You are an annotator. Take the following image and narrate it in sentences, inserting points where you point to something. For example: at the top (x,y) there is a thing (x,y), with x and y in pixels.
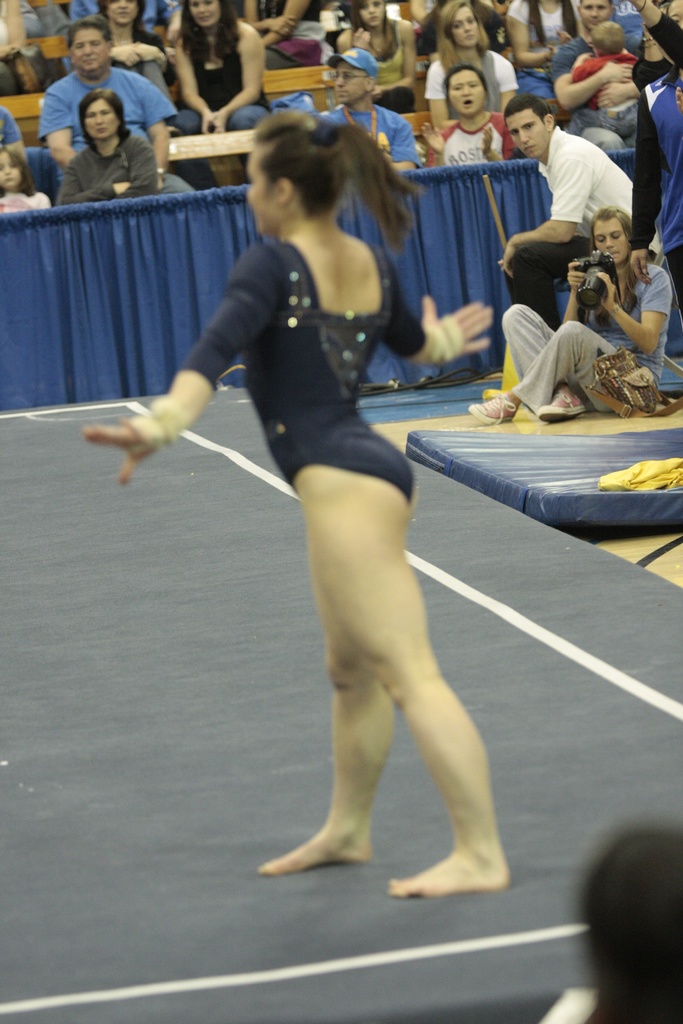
In this image we can see a person (330,642) standing on a surface (234,410). Behind the person (186,404) we can see a barrier (169,238), benches (237,164) and a group of persons (389,129). On the right side (588,522), we can see an object (574,498) on a surface (595,501).
